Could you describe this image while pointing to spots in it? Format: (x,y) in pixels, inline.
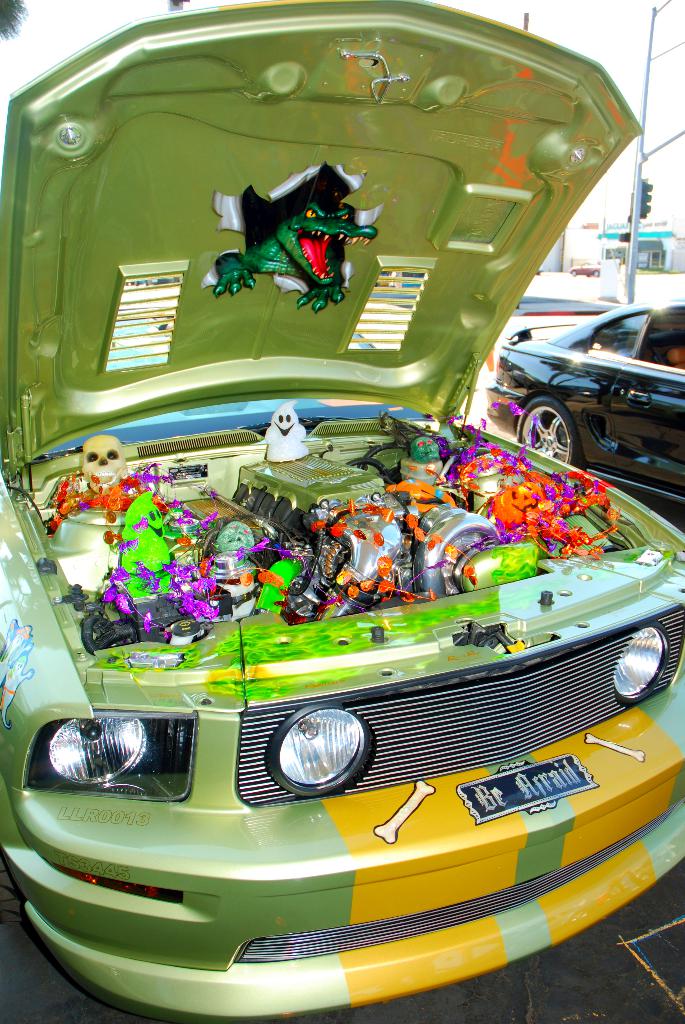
In this picture we can see few cars (525,354), in the background (635,191) we can find few buildings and a pole (636,238).
